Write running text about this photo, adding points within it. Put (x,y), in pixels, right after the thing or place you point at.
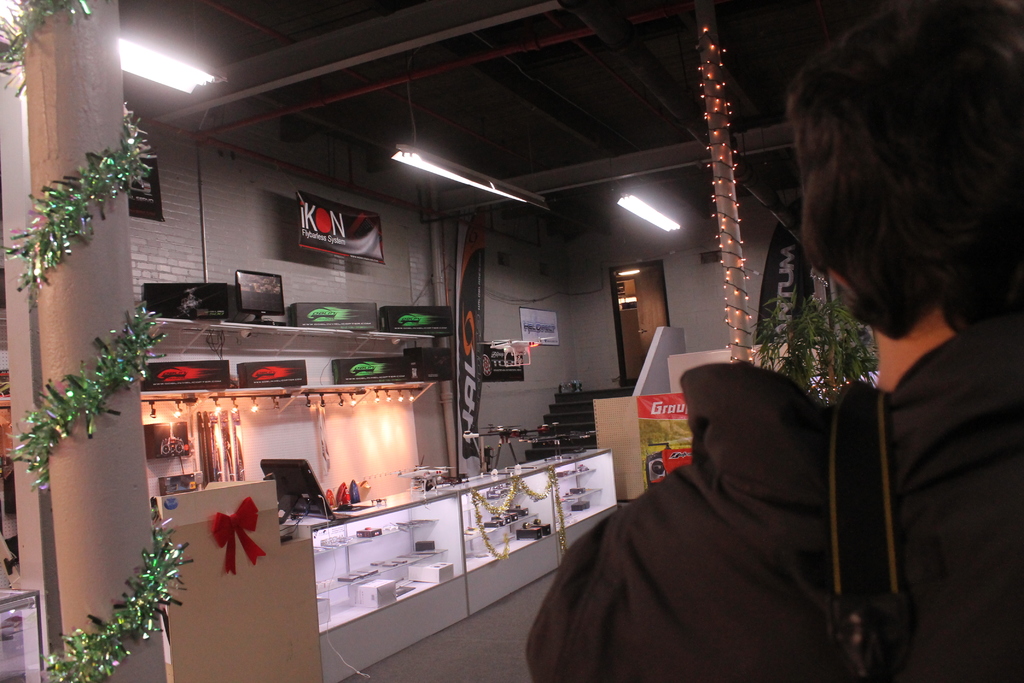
This picture shows inner view of a store (483,319). we see few boxes (380,380) and a monitor (302,508) and few lights (524,198) hanging to the roof (254,82) and we see a television (281,304) and a monitor (290,493) and we see a plant (777,363) and lighting (732,362) and a man (766,536) standing. we see poster (654,425) on the wall (290,273).
